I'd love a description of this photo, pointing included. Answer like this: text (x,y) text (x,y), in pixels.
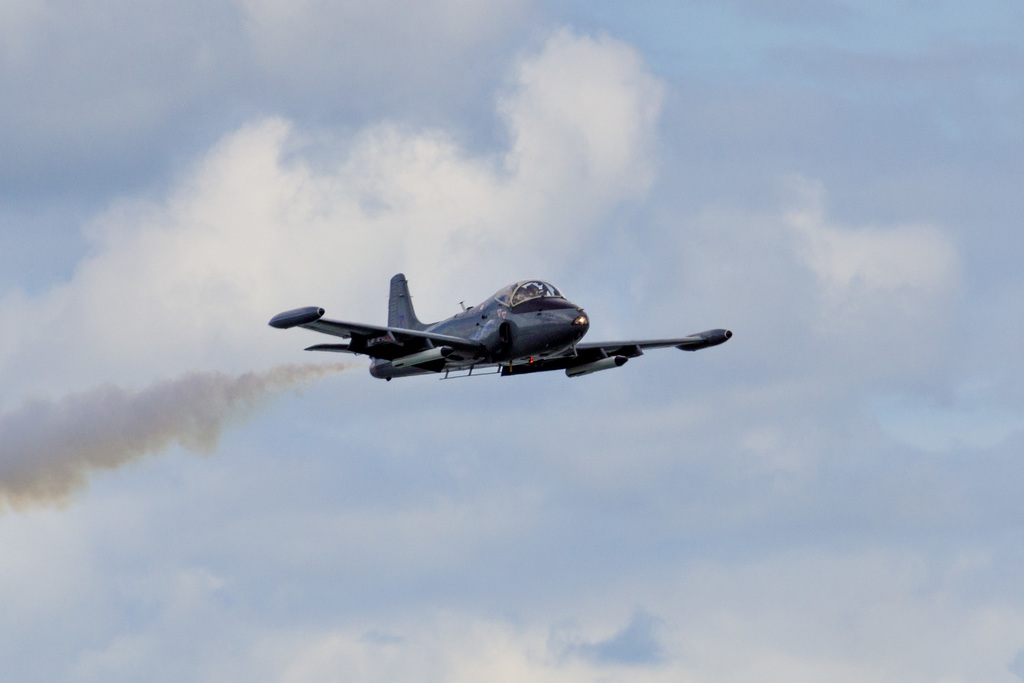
In the center of the image (531,357) we can see an aeroplane (557,305) flying in the sky (555,414).
